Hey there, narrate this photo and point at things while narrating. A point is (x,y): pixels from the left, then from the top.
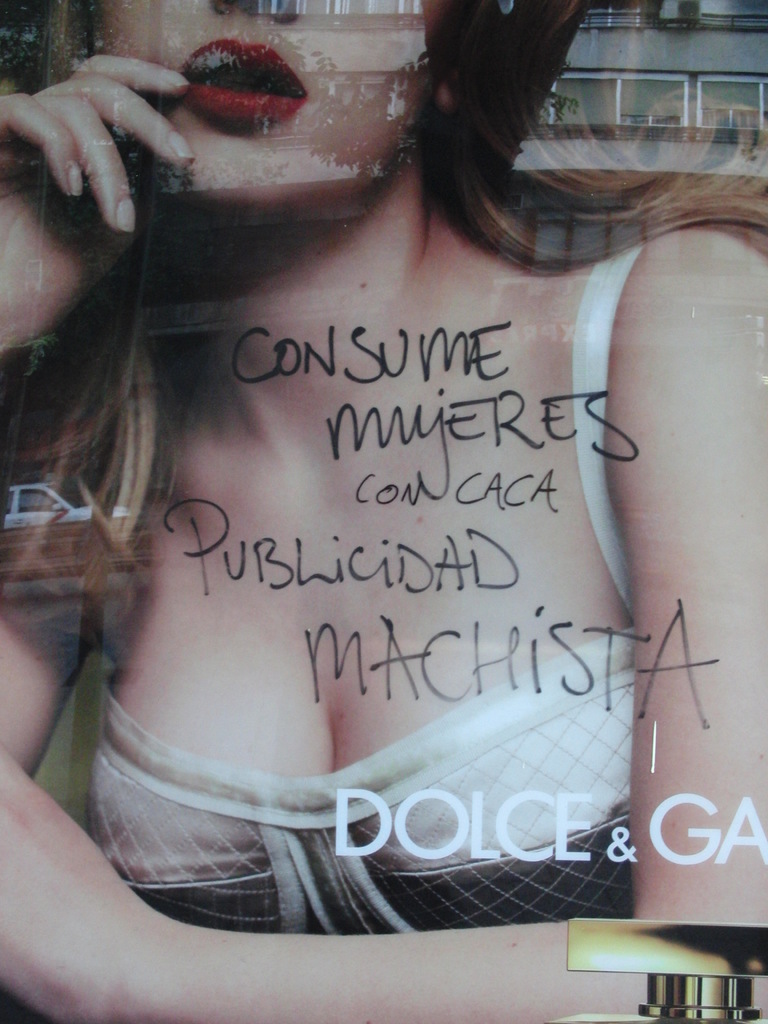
In the image there is a woman picture (324,757) behind a glass (568,58) with text (328,371) above it.
